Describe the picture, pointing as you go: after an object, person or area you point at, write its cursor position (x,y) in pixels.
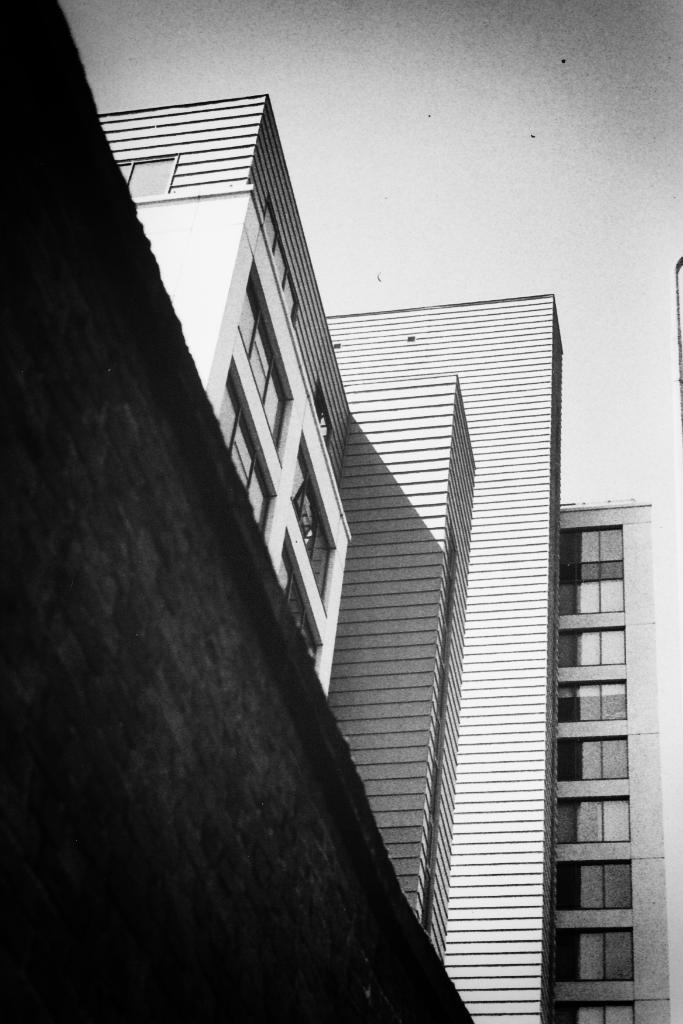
This is a black and white picture, in this image we can see a few buildings (416,556) with windows (252,296), on the left side of the image (141,432) it looks like the wall (278,759) and in the background (356,108) we can see the sky (505,234).
